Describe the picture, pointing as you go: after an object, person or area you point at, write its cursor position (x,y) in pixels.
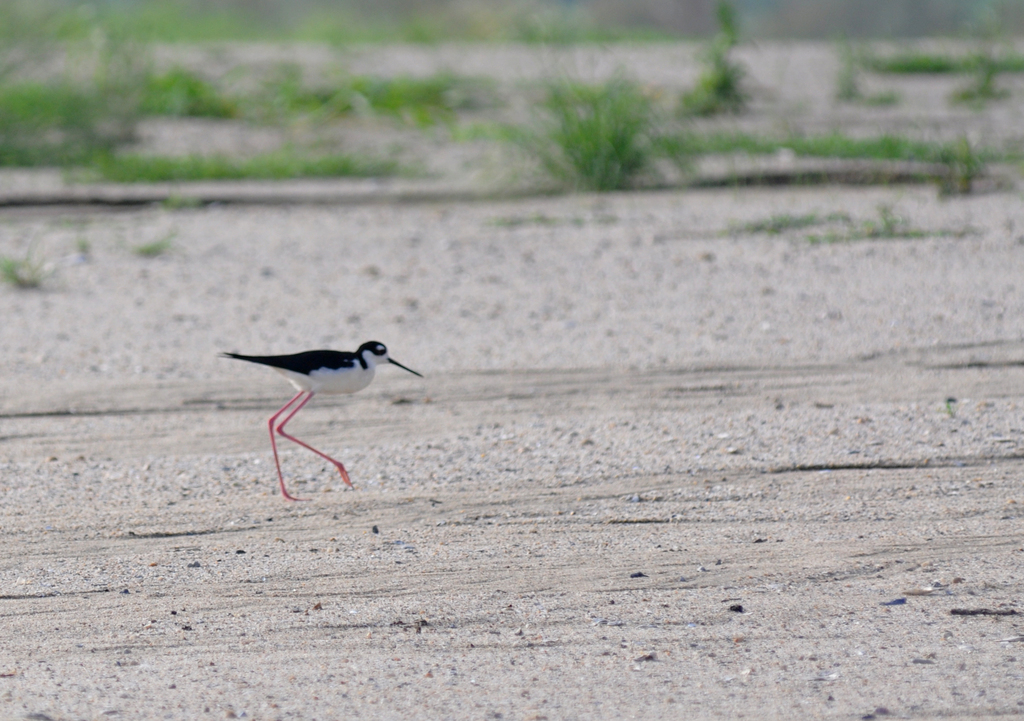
In this image there are plants (600,138) on the ground (468,443), there is a bird (300,405) on the ground (499,538), there are plants (29,111) truncated towards the left of the image (58,114), there are plants (986,82) truncated towards the right of the image (957,98).
